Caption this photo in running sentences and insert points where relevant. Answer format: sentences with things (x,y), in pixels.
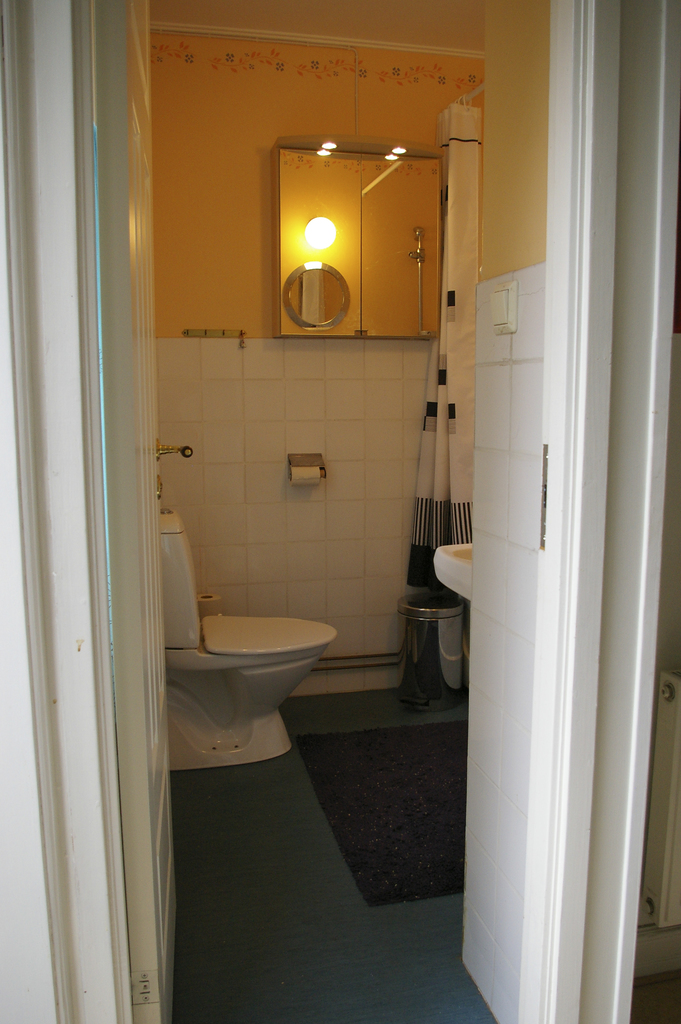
In this image there is a flush toilet (257,626), paper roll (302,475), sink (460,580) and a mirror (373,259) and there is a mat (385,770) on the floor (377,704), in front of the sink (445,563) there is a trash can (415,621).
